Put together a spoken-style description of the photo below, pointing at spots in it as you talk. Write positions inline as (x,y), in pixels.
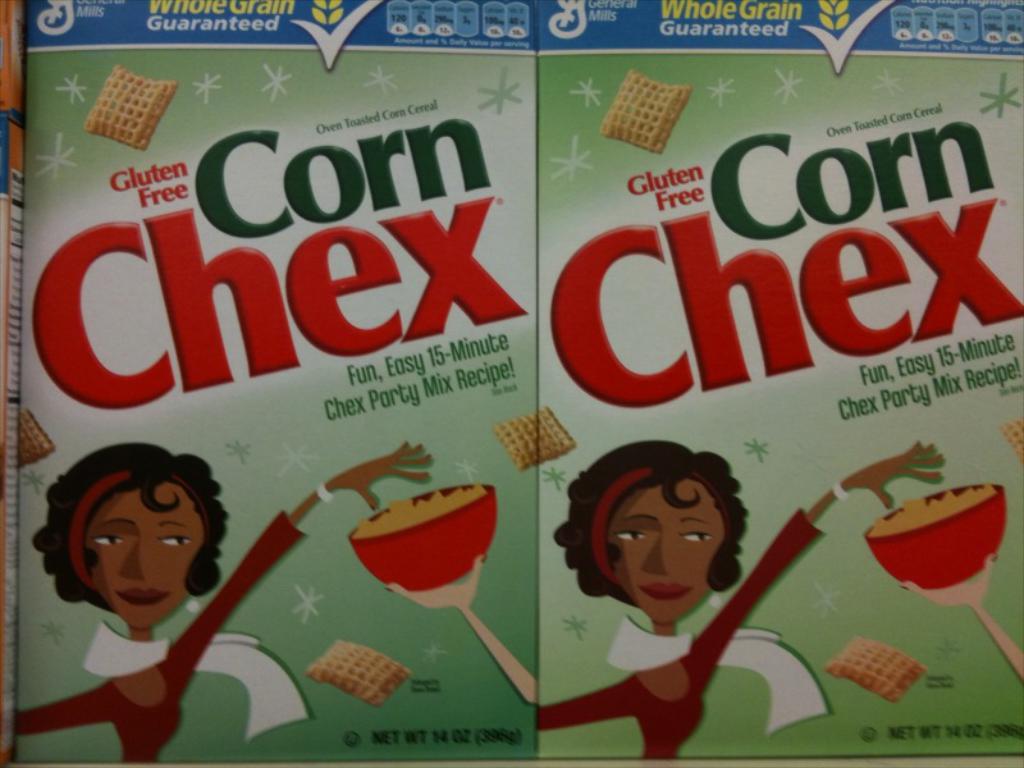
In the picture we can see two snack boxes (795,551) with a name corn Chex.
